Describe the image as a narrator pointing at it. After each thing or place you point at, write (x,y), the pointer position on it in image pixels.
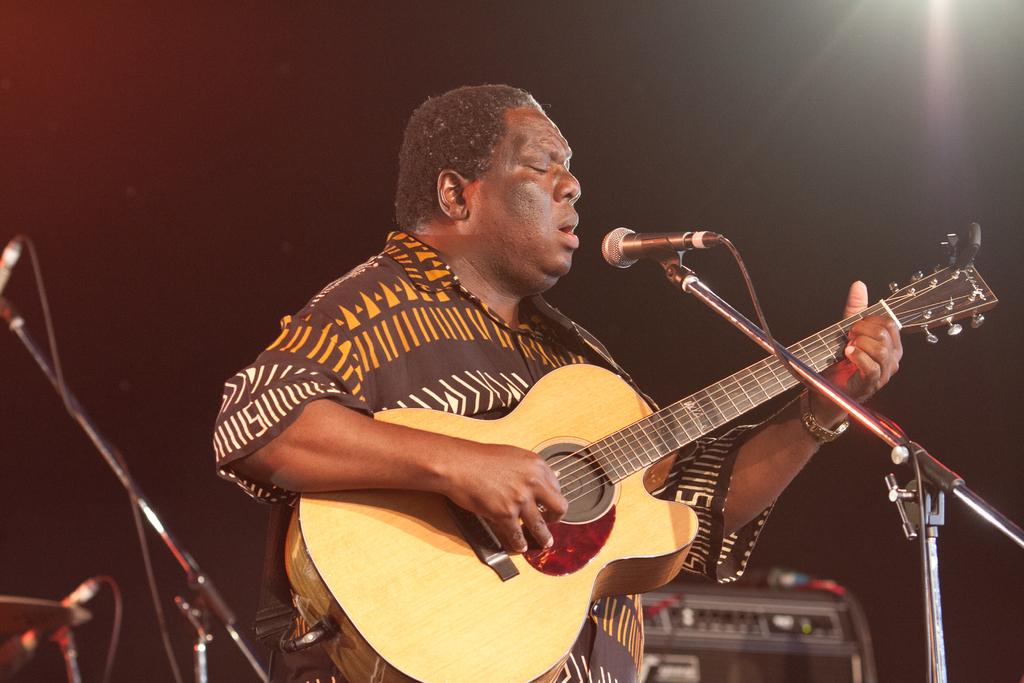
This image is taken in a concert. In this image a man (241,420) is standing and holding a guitar (574,514) in his hand (502,482) and singing in a mic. In the left side of the image (251,659) there is a mic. In this image there is a musical instrument (732,672).
